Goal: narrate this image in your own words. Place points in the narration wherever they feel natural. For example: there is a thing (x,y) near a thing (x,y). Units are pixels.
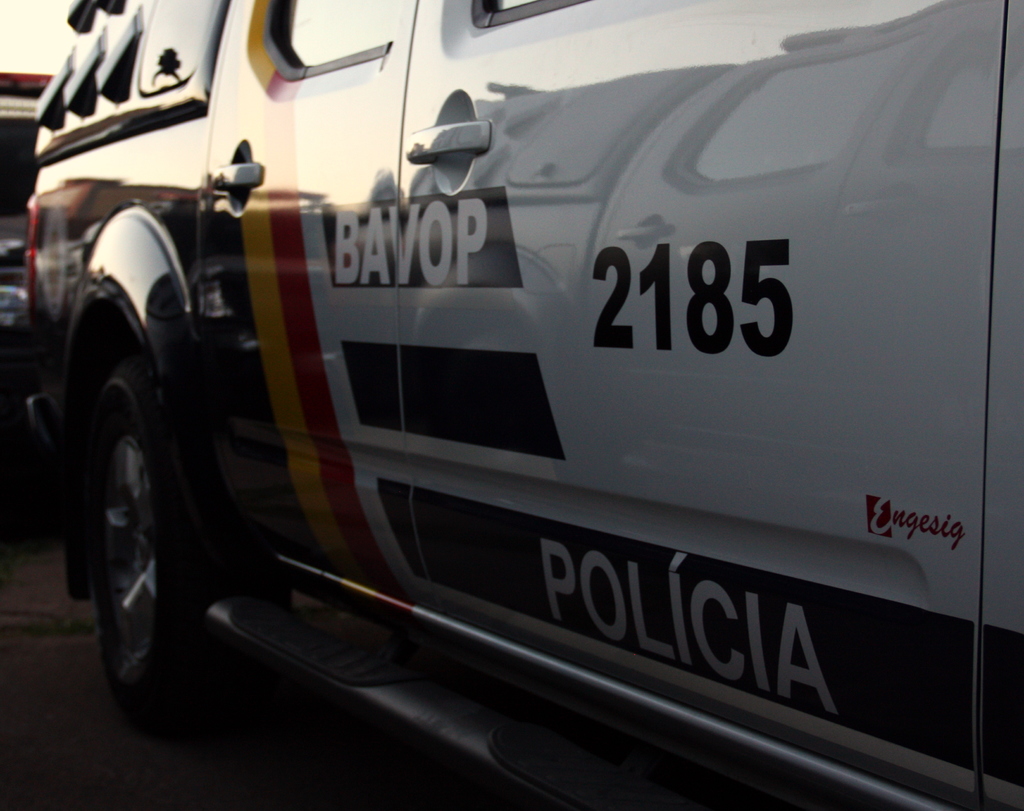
In this picture we can see vehicles (163,522) on the path (57,624). We can see the text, numbers (695,284), glass objects (326,22) and a few things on a vehicle (872,605).
